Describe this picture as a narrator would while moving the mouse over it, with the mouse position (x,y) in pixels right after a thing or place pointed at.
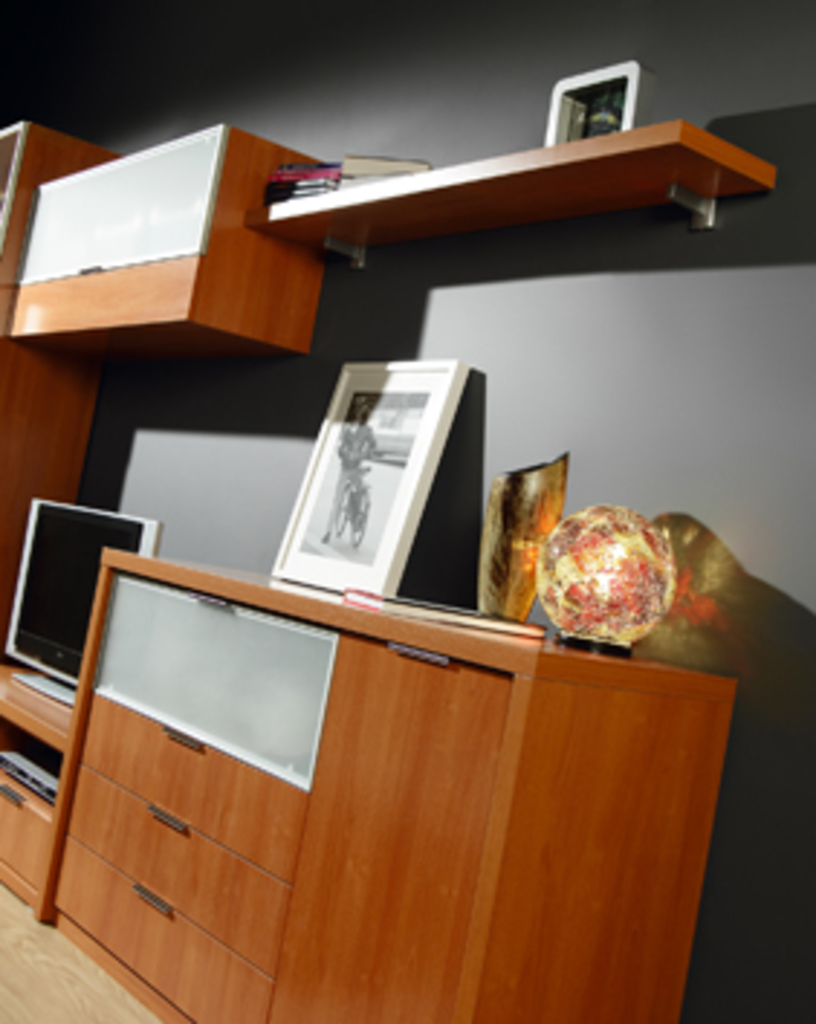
In this image we can see a cupboard (367,829) on which photo frame (407,434), books (398,163) and some things (530,521) are placed. There is a monitor (144,551) on it.
